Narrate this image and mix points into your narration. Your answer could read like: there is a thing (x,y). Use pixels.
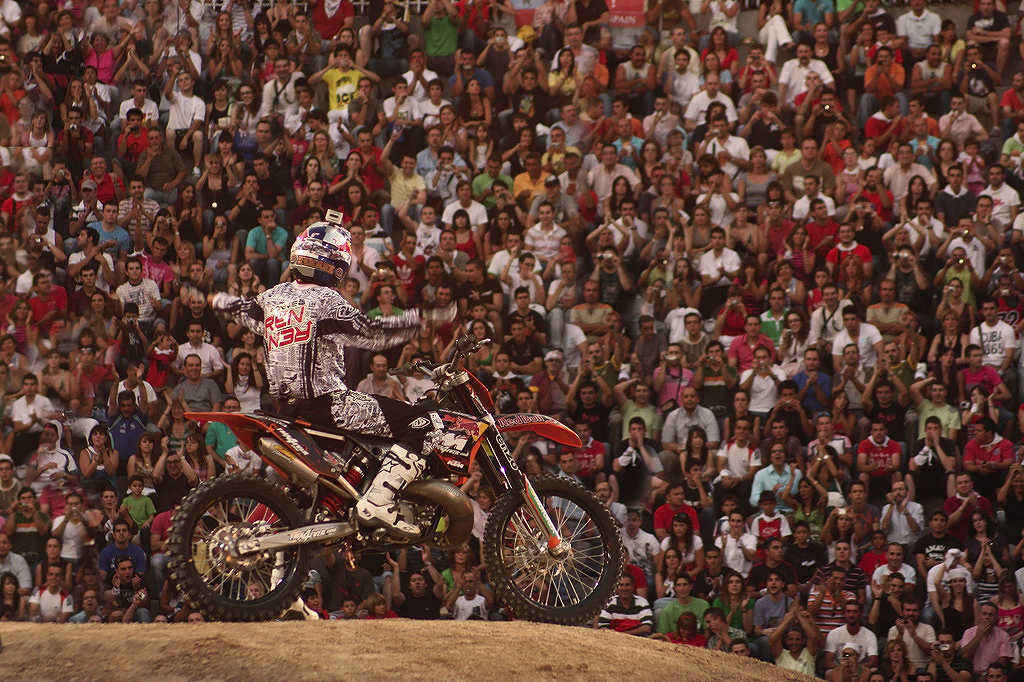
In the image there is a racer (341,415) sitting on a bike (404,513) and around him there is a huge crowd (677,320), they are cheering the man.
